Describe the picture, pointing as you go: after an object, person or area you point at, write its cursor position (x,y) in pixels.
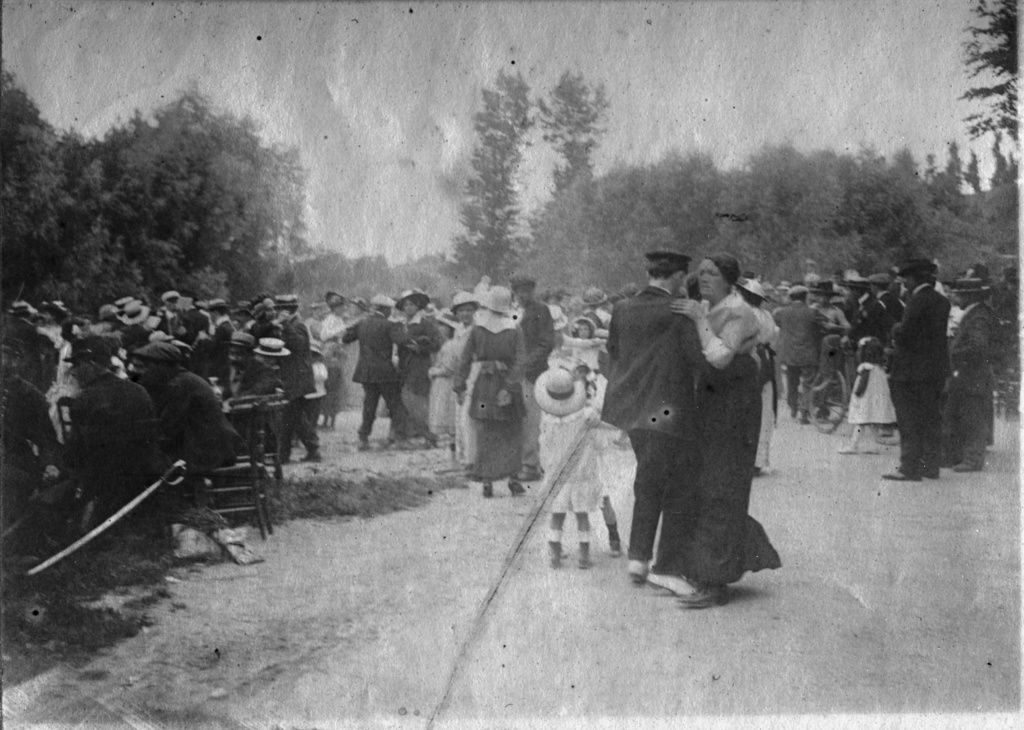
In this image I can see group of people (100,310) standing and I can also see a knife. Background (800,246) I can see trees (470,264) and the image is in black and white.
